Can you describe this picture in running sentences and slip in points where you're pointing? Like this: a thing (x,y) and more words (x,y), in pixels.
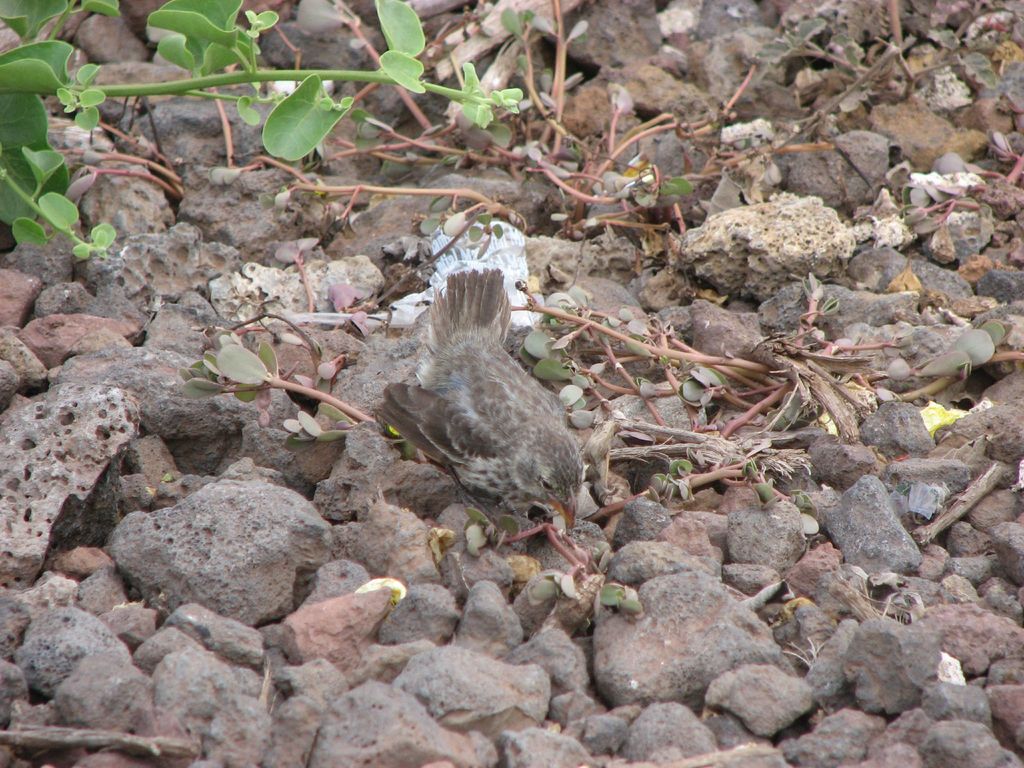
Here we can see a bird (463,450). There are stones (215,717) and leaves (55,76).
